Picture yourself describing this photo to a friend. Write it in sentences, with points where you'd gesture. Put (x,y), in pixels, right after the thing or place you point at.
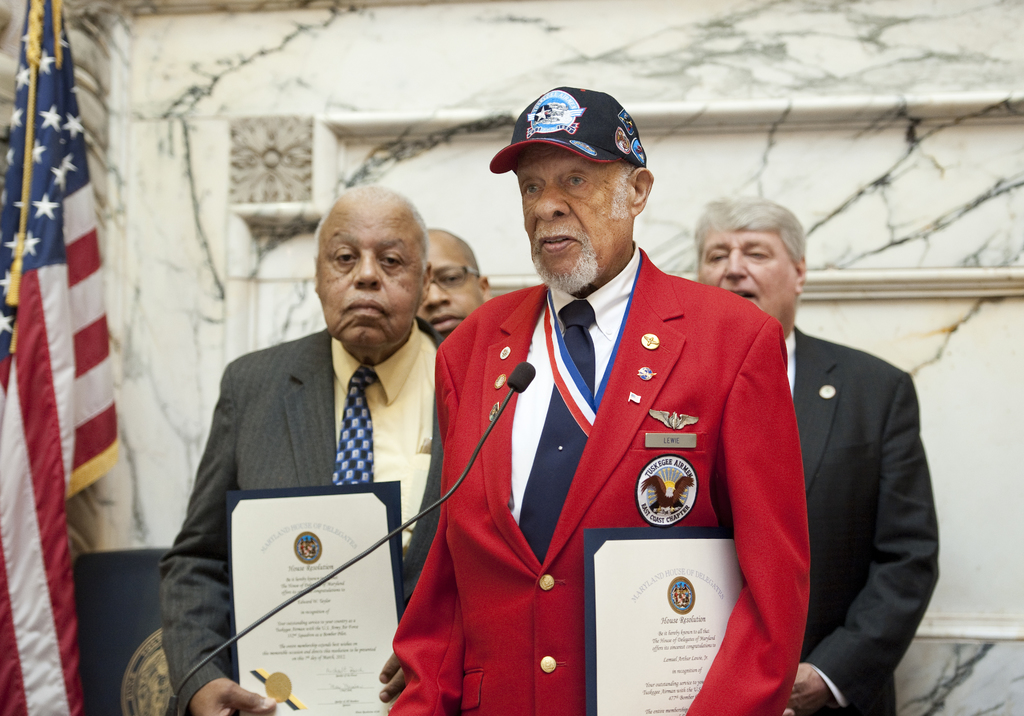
There are four men (428,307) standing. I can see two men (390,370) holding the certificates (294,520) in their hands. This looks like a mike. I can see a flag (60,437) hanging. In the background (247,184), I can see the wall (855,176).
